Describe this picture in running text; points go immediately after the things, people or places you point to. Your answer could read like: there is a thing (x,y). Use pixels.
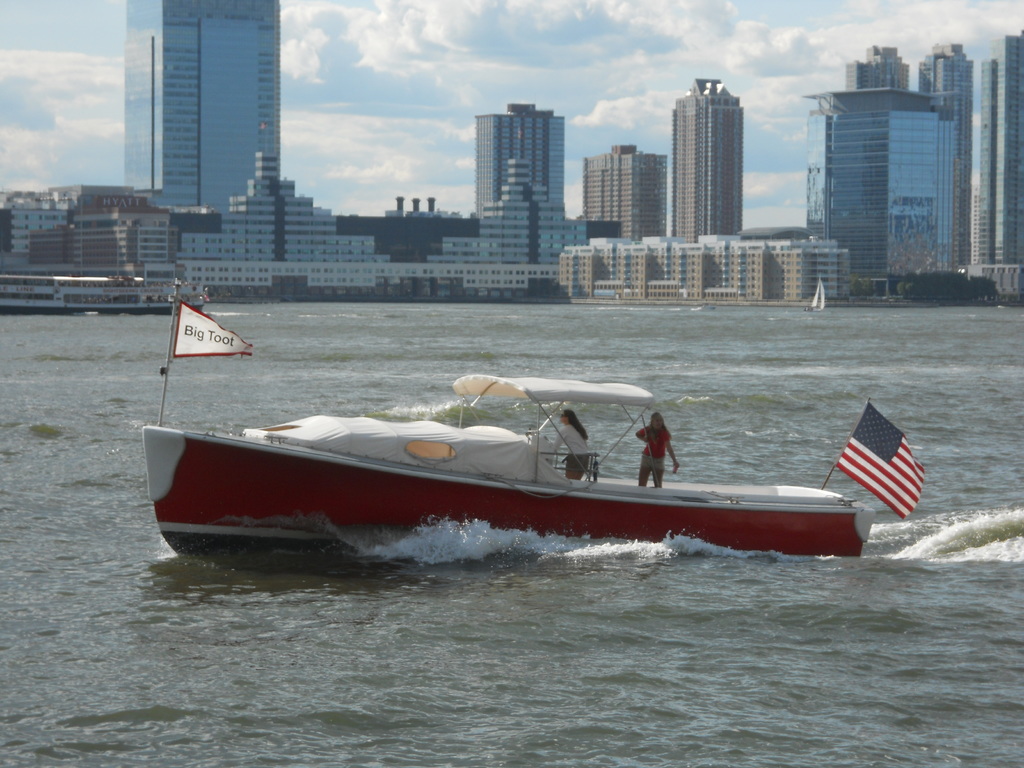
In this image in the center (368,436) there is a Boat (424,498) with the persons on it and there are flags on the boat (372,423) which is sailing on water (437,566). In the background (193,233) there are buildings (532,224) and the sky (332,49) is cloudy.
